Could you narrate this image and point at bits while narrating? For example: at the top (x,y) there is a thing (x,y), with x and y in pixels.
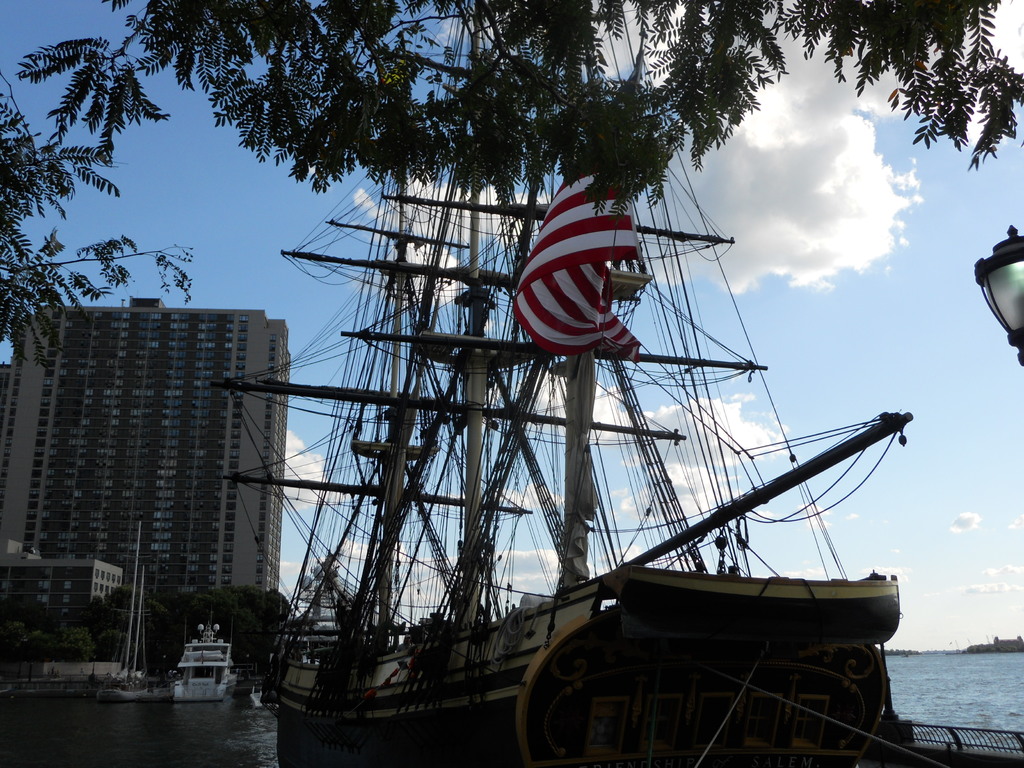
In this picture I can see few boats (227,667) in the water (197,712) and I can see a flag (591,272) on the boat (589,363) and I can see buildings (147,558), trees (66,639) and I can see a blue cloudy sky (747,323) and I can see a pole light (1023,344) on the right side of the picture (994,299).
